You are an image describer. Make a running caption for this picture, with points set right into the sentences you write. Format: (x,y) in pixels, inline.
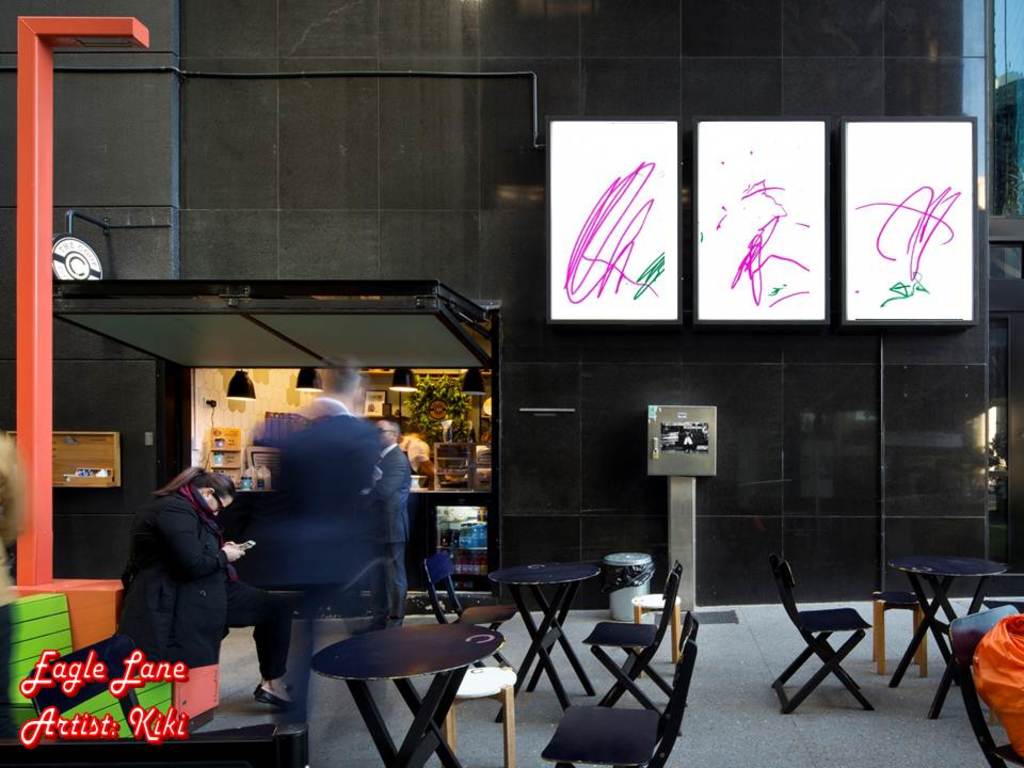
In this picture we can see few people (291,544), side we can see some chairs (516,673), tables (472,662) are arranged, behind we can see one shop (442,455) and we can see some boards (767,157) to the wall (605,347).
